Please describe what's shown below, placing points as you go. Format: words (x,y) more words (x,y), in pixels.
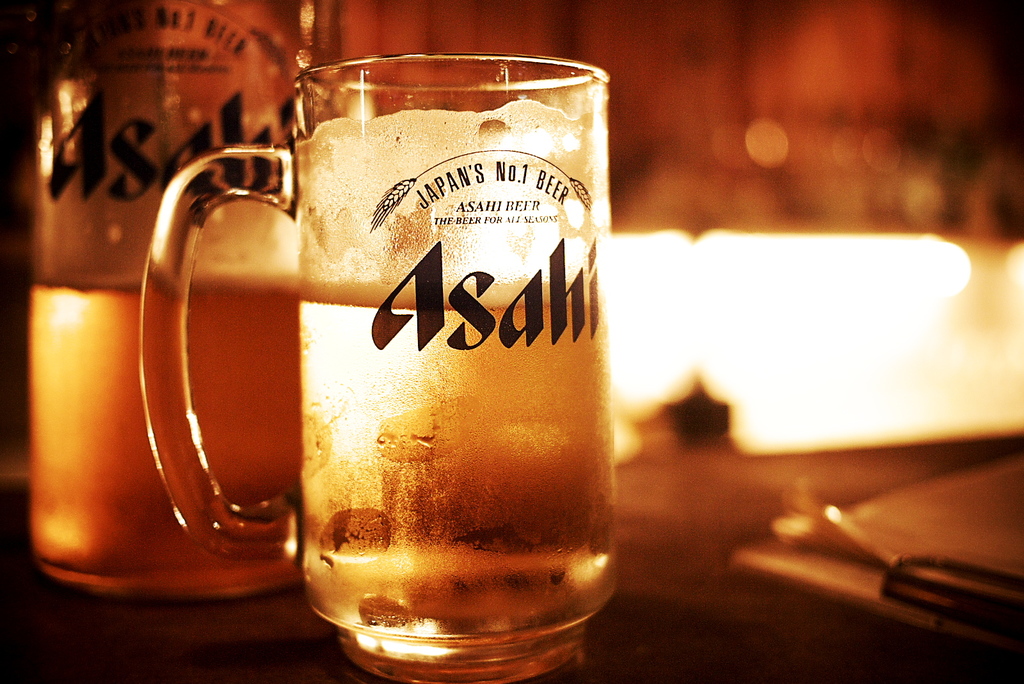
In the image there is a beer glass (465,465) on a table (160,649) and beside it there is another beer glass (66,244).
